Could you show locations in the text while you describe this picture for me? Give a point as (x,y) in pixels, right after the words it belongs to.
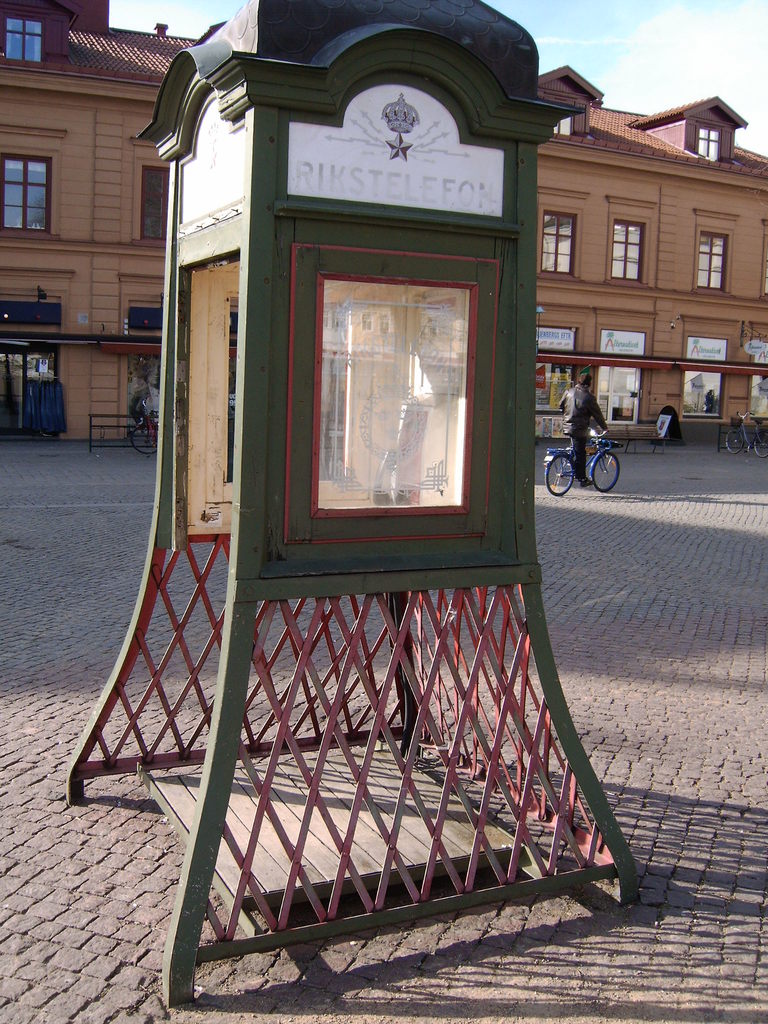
In the image we can see there is an object (370,513) on the street (600,913), this is a fence (390,687). There is even a person (577,414) wearing clothes (593,414) and the person (582,442) is riding on the bicycle (604,451), this is a building (580,204) and these are the windows (632,257) of the building (556,262). There is a cloudy sky (659,48).
